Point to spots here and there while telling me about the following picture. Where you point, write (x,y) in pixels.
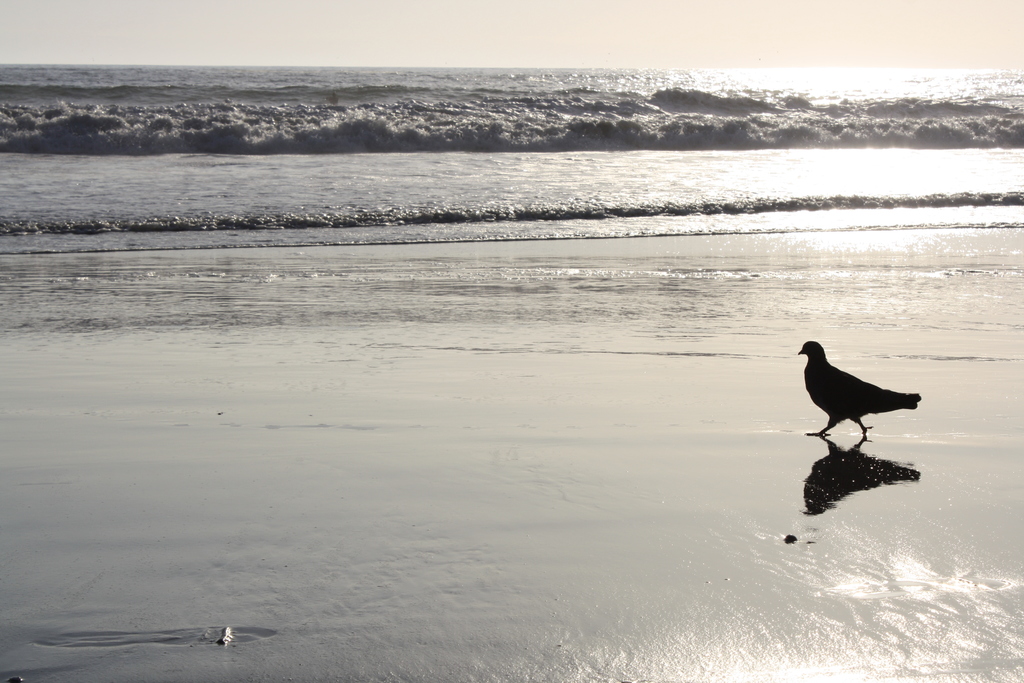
In this picture we can see a bird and in the background (576,301) we can see water (150,266).
